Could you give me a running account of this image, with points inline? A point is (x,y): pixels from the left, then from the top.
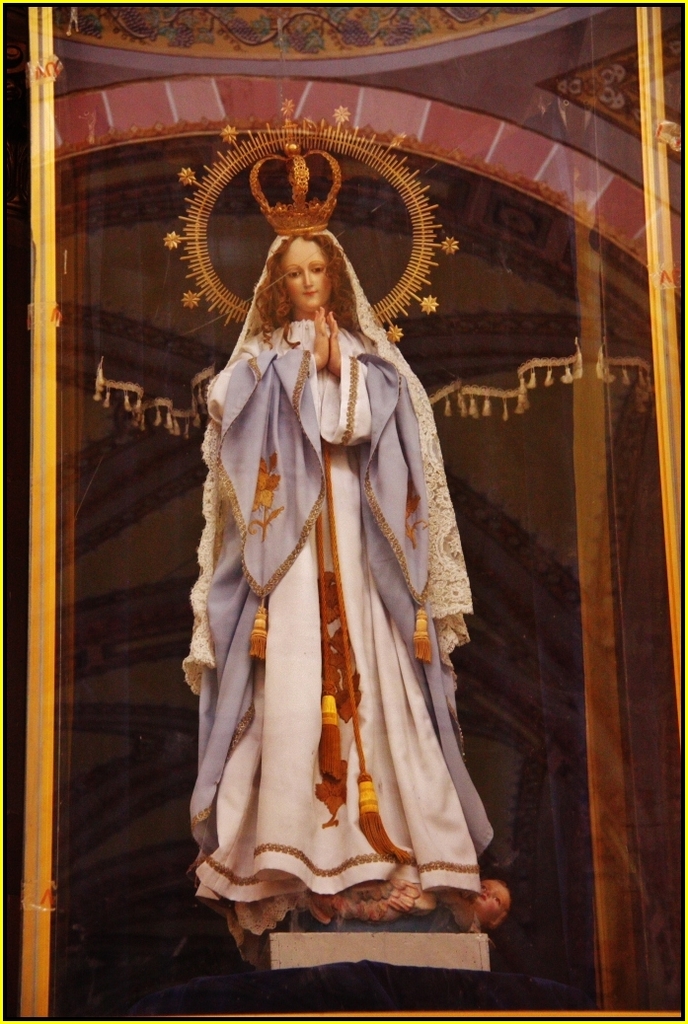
In the foreground of this poster, there is a goddess (344,366) wearing crown (297,205) to her head (344,308) and we can also see reflection (578,686) of the hall (557,474).
